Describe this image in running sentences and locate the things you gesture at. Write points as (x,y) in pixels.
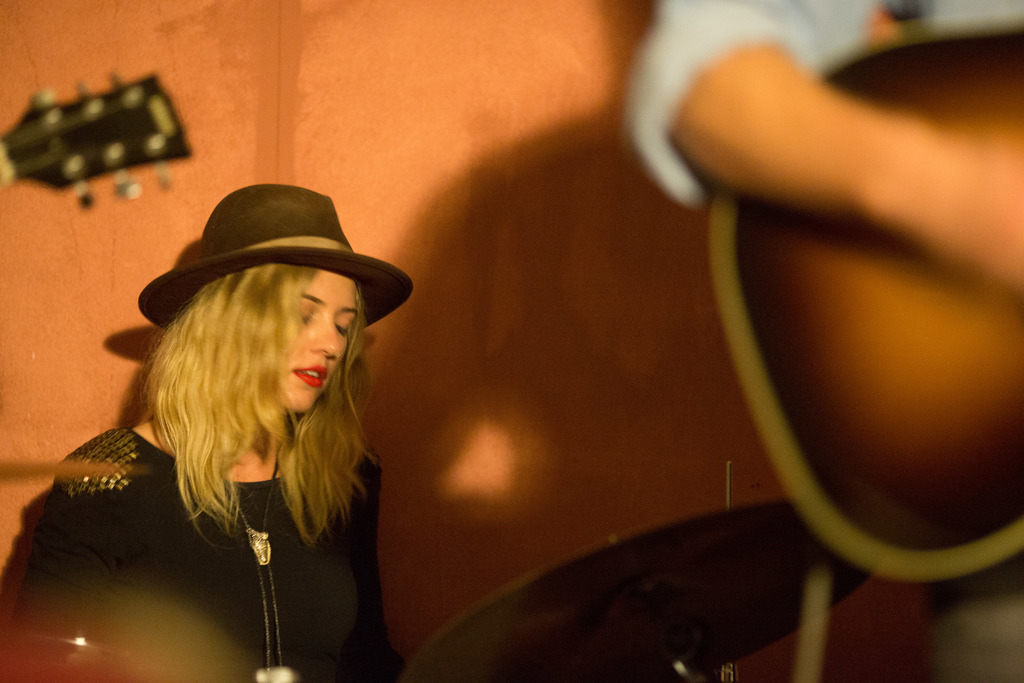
In this image we can see a lady (272,375) wearing a hat (226,273). In front of her there is a cymbal (690,609). On the right side (775,223) we can see a person (744,130) holding a guitar (795,225). In the back (304,142) there is a wall (190,172). On the left side (105,152) we can see head (74,159) of a guitar (130,107).
